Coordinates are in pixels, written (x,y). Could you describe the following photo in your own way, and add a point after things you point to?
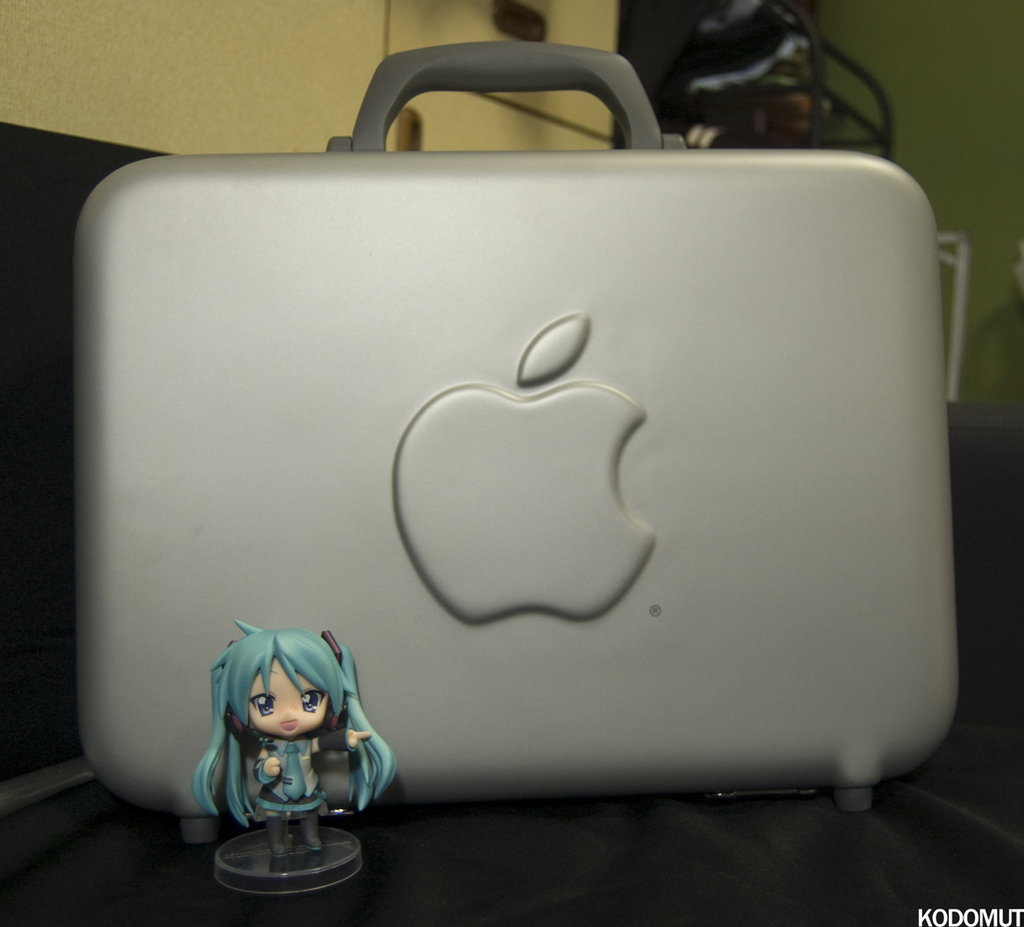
This picture describe that a silver suitcase (271,583) is on the top of the table (650,913) on which apple symbol (594,395) is grooved and a small toy (281,758) is placed beside it, behind we can see the some cables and yellow wall (234,65).
